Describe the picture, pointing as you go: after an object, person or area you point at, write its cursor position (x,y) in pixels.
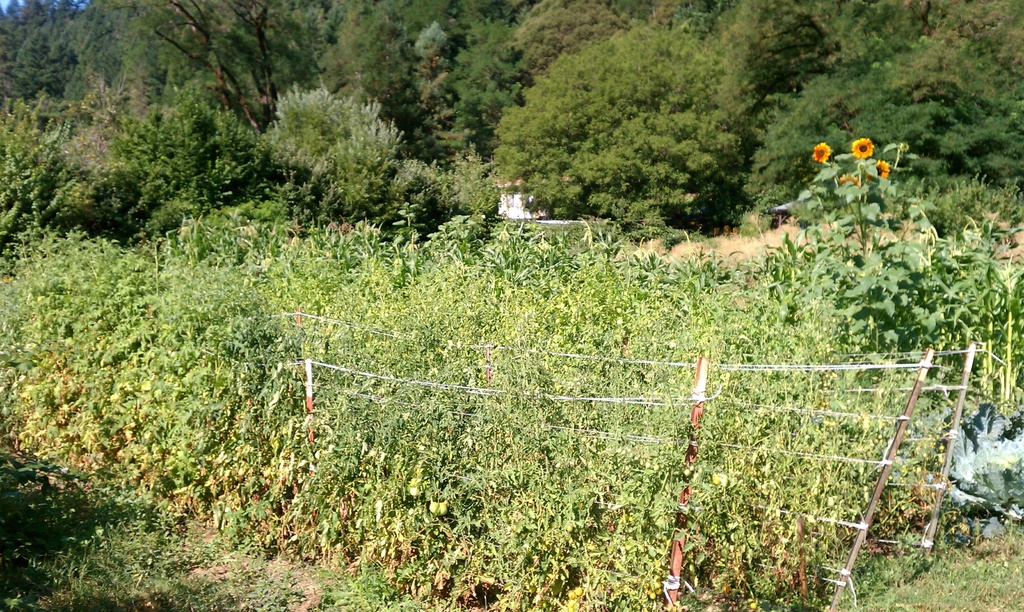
In this image we can see there are some trees (467,143), plants (864,159), fence (691,459), grass (917,562) and flowers (901,146).
